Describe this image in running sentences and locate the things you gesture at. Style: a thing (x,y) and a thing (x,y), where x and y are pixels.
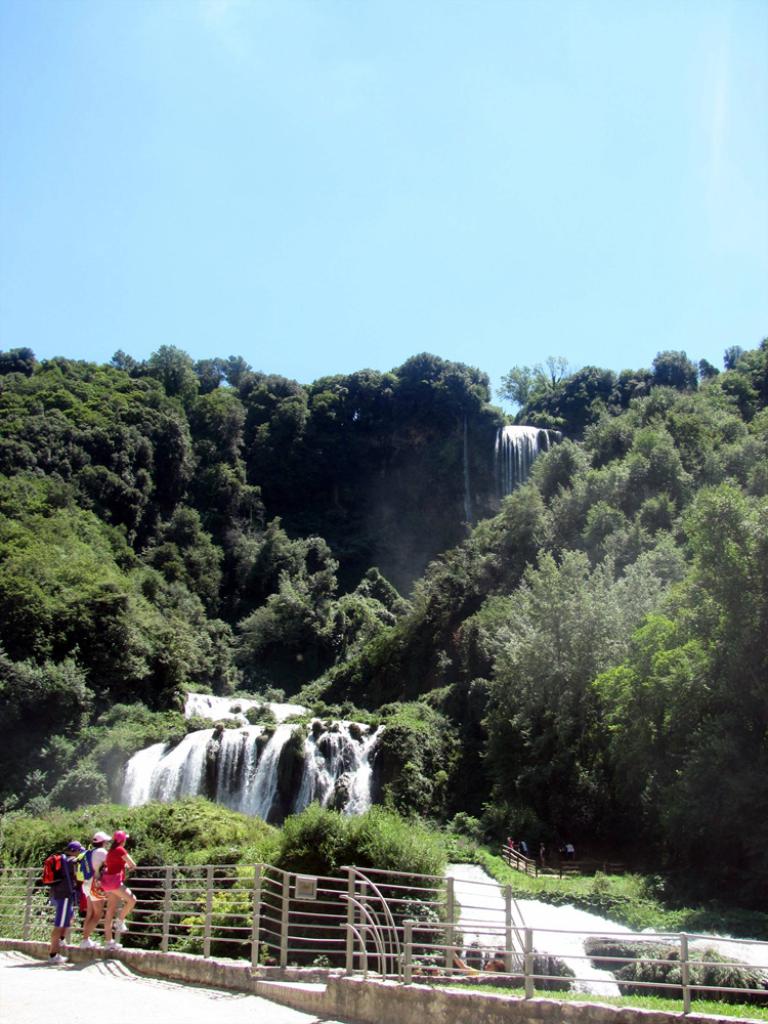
In the picture I can see three persons (85,891) standing in the left corner (71,900) and there is a fence (296,926) in front of them and there is a waterfall (288,707) and trees (305,489) in the background (480,610).
